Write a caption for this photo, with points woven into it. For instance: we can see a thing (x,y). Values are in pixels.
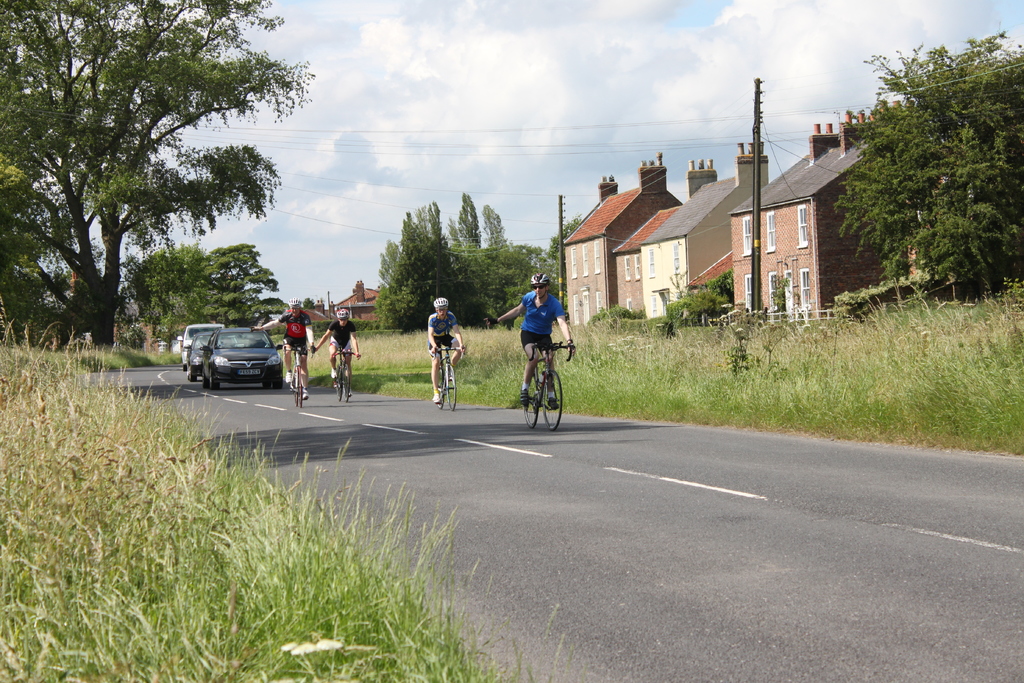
In the image there are four people (305,371) riding bicycle (295,396) on the road (471,501) with few cars (257,379) coming behind them, there is grass (685,373) and trees (1021,135) on either sides of the road (312,403) with buildings (692,252) on the right side (695,240) and above its sky (567,75) with clouds (387,104).
